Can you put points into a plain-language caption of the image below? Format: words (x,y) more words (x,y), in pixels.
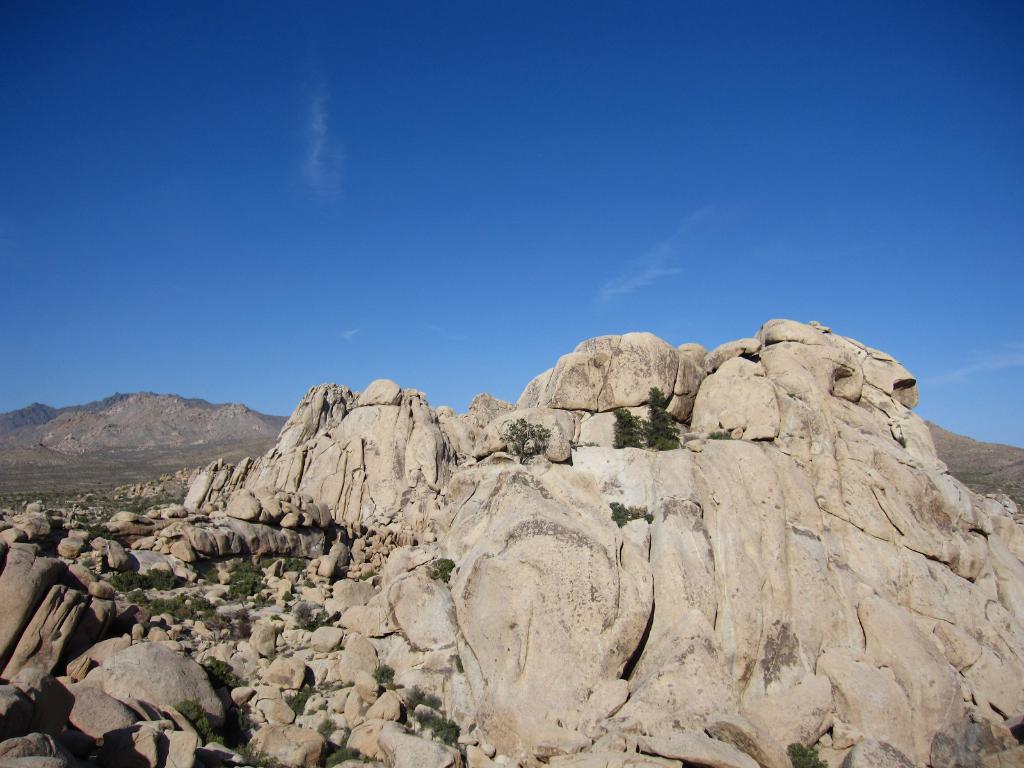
In this picture I see the rocks (469,495) in front (507,622) and I see few plants (173,614). In the background (846,180) I see the sky (542,196).
